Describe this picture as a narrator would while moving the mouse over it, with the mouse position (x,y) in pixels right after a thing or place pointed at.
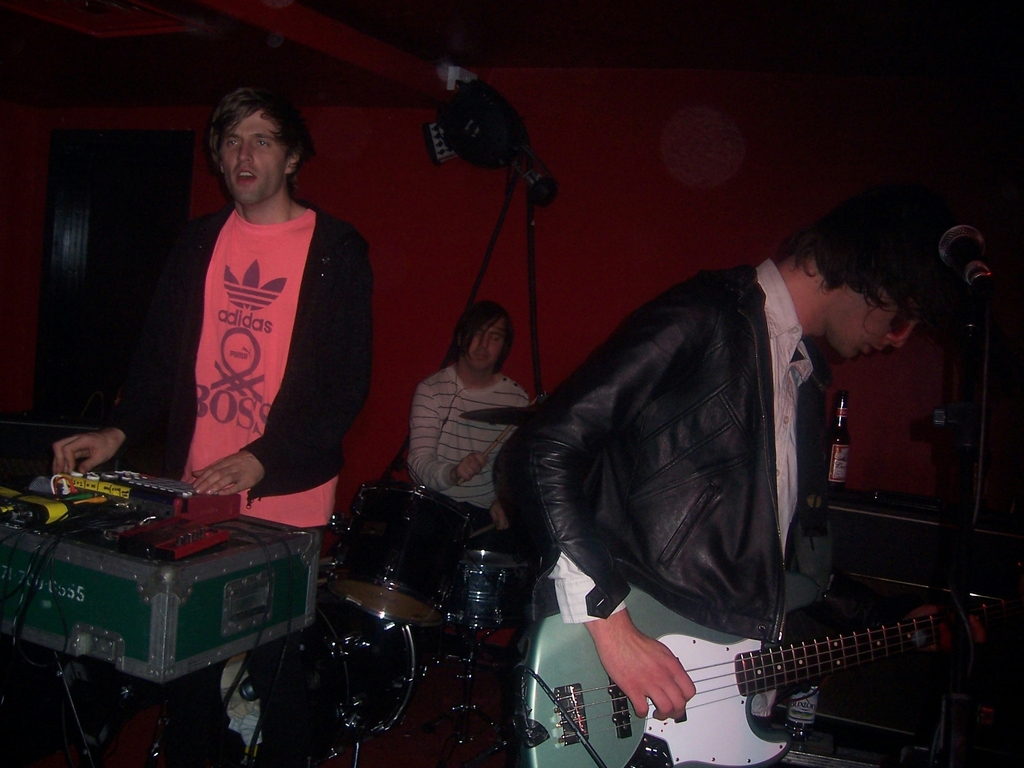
In this image there are three persons (301,496) playing a musical instruments (495,596) and at the right side of the image (684,504) a person (680,504) playing a guitar (812,584) and at the left side of the image (256,460) a person (289,316) playing a musical instrument (315,536) and at the middle of the image (453,436) a person (469,442) beating the drums (449,516).
